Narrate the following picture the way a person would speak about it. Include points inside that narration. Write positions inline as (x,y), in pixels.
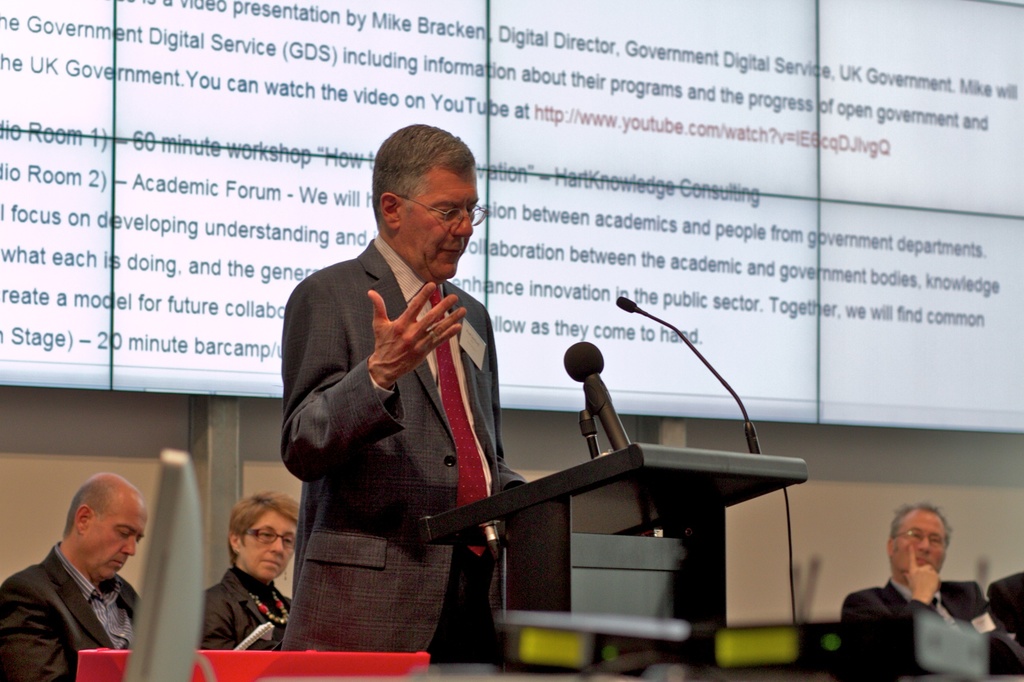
In the image we can see there is a man (393,572) standing near the podium (523,551) and there are 2 mics (572,349) kept on the podium (636,449). There are people (50,580) sitting on the chairs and they are wearing formal suits (214,640). Behind there is a projector screen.
